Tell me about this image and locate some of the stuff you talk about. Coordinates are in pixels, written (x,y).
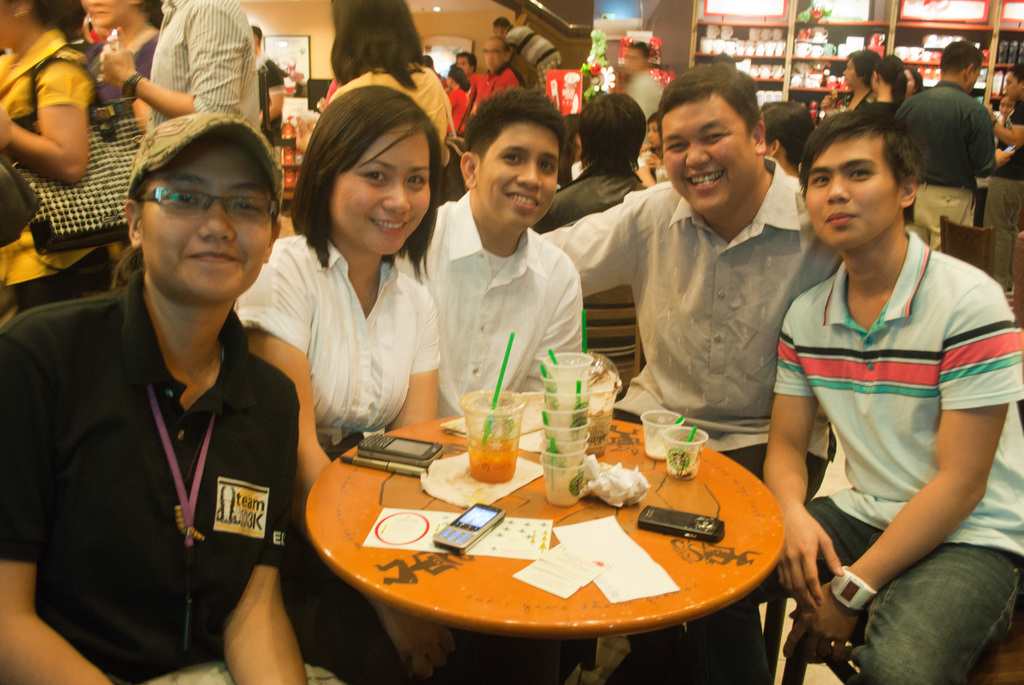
In the image we can see there are people (489,283) who are sitting and in front of them there is a table (386,485) on which there are glasses (602,452) and cups (648,455) and mobile phones (691,526). At the back (242,54) there are lot of people (90,104) who are standing.
